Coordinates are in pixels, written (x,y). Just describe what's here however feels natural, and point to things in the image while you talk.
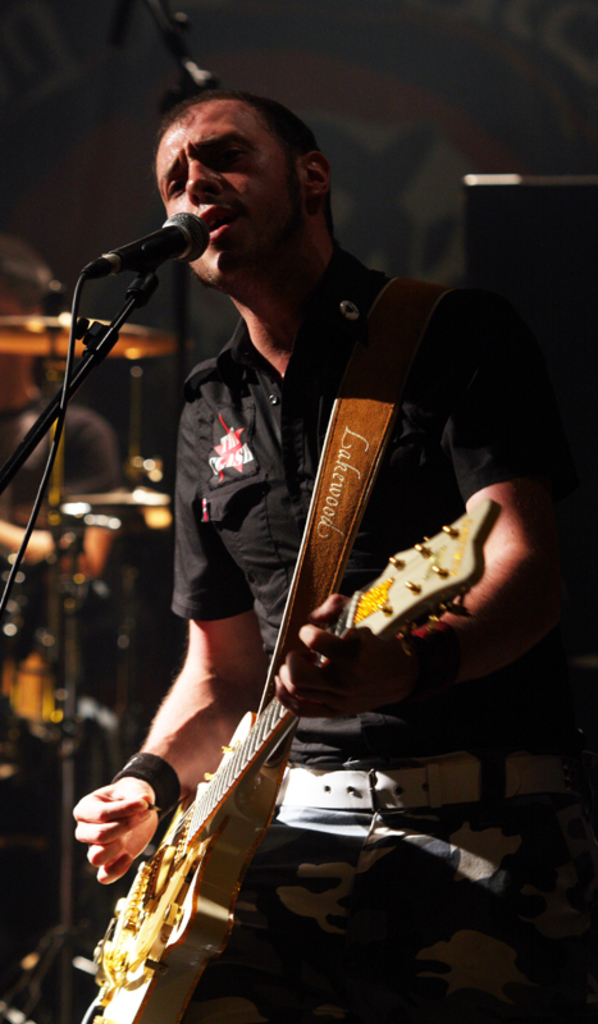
In the image we can see there is a person (403,1003) who is standing and holding guitar (115,949) in his hand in front of him there is a mic (149,263) with a stand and at the back (176,356) the image is little blurry.
